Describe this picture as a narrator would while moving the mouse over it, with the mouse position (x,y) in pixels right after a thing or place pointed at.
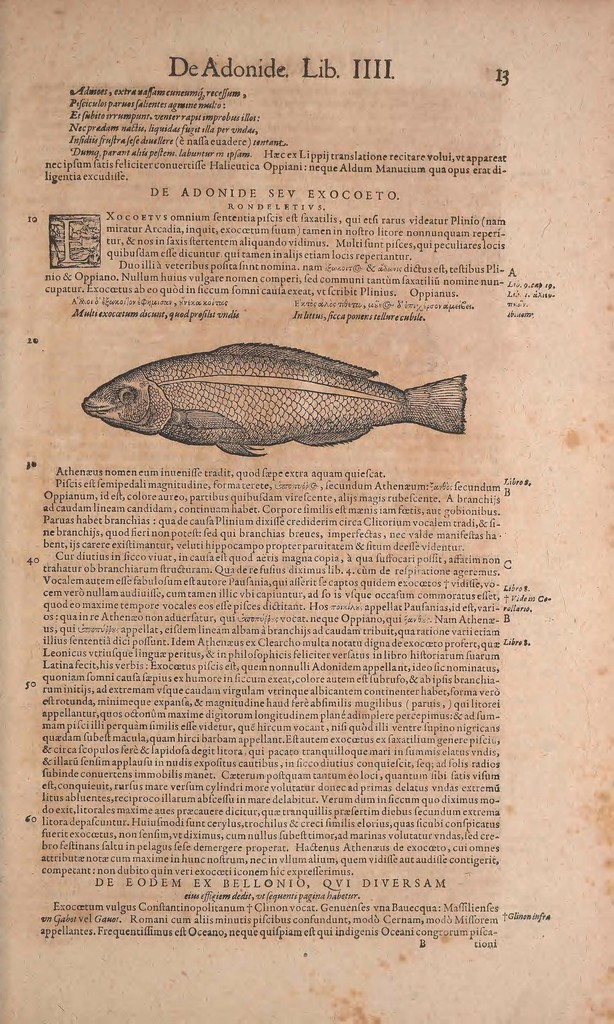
In this picture I can see a paper (596,608), there are words (369,271), numbers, there is an image (116,412) of a fish (120,402) on the paper (245,667).
